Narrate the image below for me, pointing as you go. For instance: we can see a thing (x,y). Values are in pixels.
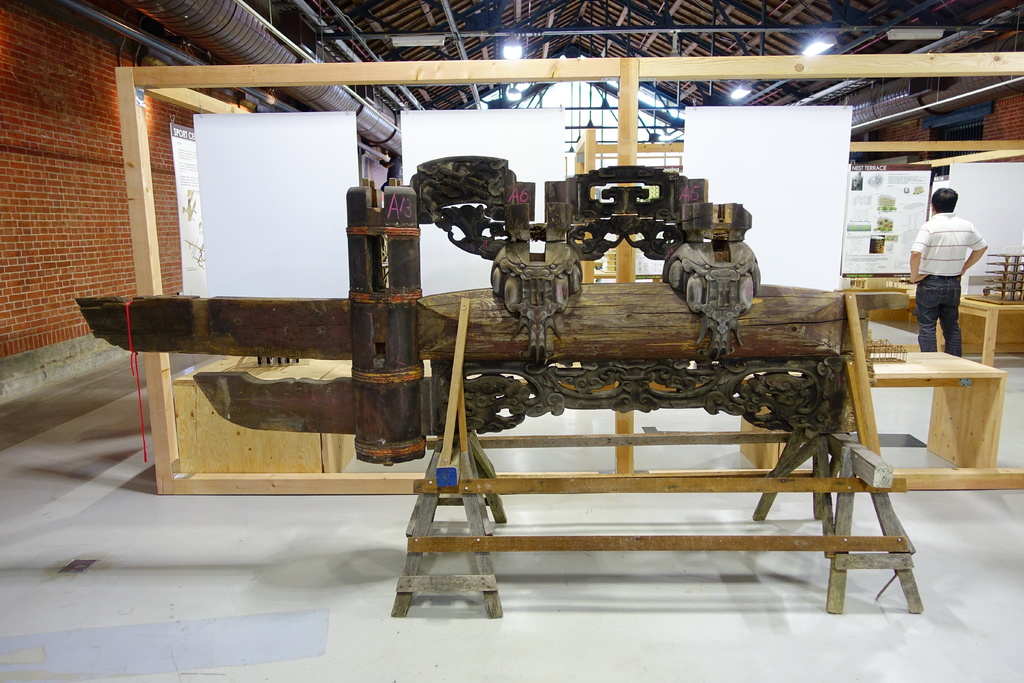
In this image in the front (540,393) there is an object (609,392) which is made up of wood (609,325). In the background (512,168) there are boards (340,179) which are white in colour and there is a man (917,261) standing and on the top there are lights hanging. On the left side (61,168) there is a wall (61,168).
